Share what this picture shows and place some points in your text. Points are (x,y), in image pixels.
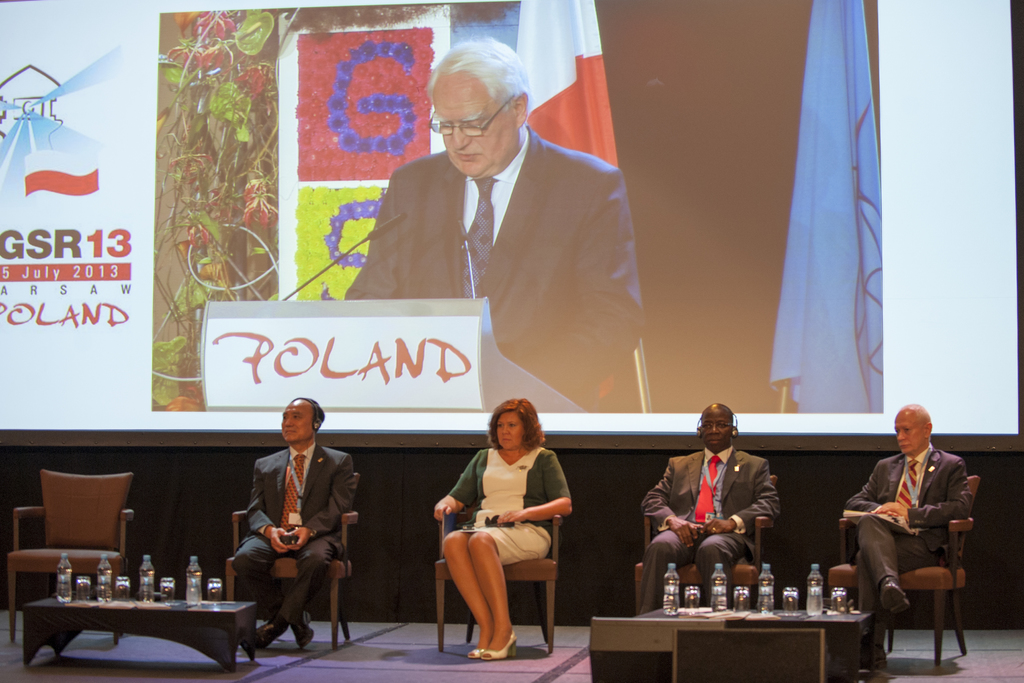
There are four persons (891,582) sitting on the chairs (759,561). These are the tables (197,625). On the table (239,607) there are bottles (143,596), and glasses (747,593). This is floor (403,654). On the background (421,326) there is a screen (570,244). Here we can see a man (594,236) who is talking on the mike (397,222). He has spectacles (450,124) and these are the flags (825,199).
